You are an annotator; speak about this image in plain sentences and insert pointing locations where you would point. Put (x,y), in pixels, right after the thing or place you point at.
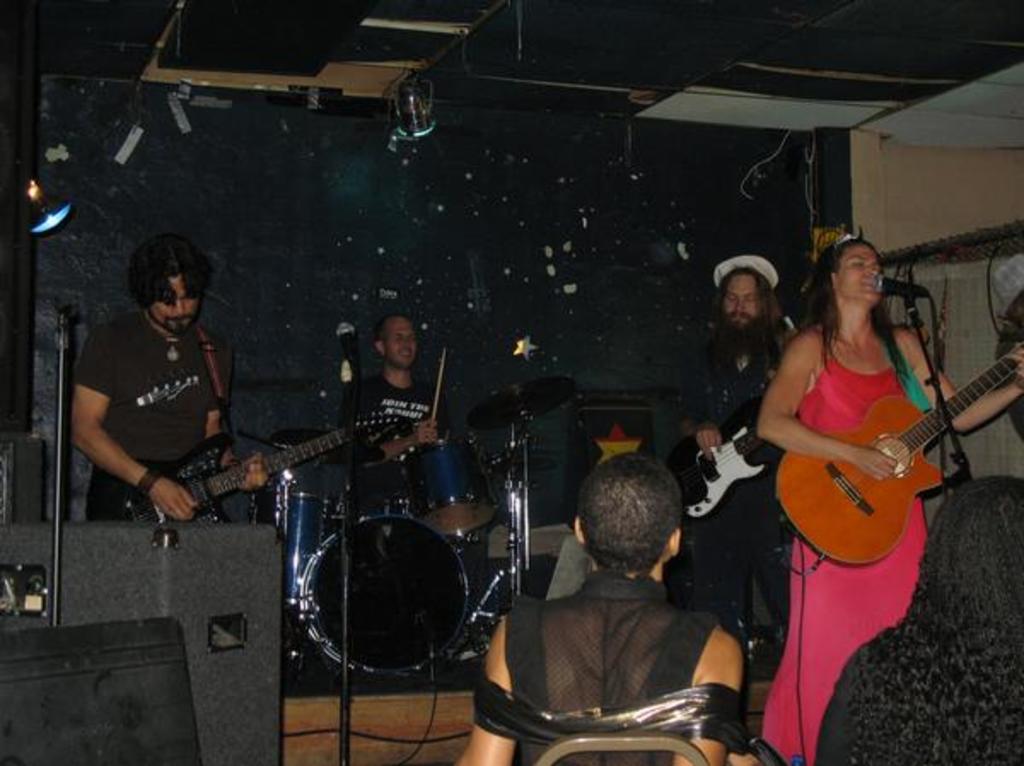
This Picture describe as a view of the musical live performance with the group (740,342) of three man (720,385) and a woman (837,601), wearing pink dress (852,573) is holding a guitar (872,501) and singing in the microphone (881,284), Beside a man (755,285) wearing white cap (744,263) on head (756,301) is playing guitar (703,466). Beside him a another man (397,413) wearing black t-shirt (409,399) is sitting and playing the band (418,530). On the left side (133,401) we can see a man (186,396) playing guitar (198,489). On the behind we can see the black poster (396,206) with stars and on the top (400,99) ac ducts (378,85) and spot light (419,121) can be seen.
